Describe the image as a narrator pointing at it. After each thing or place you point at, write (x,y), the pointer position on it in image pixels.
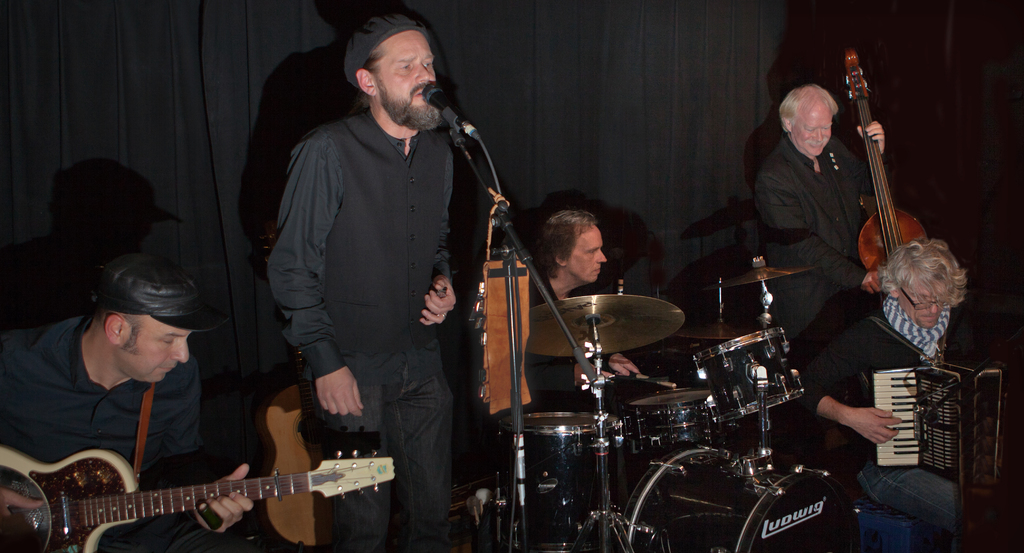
A band (417,109) is performing on a stage (447,548). Of them a man (387,365) is singing with mic (440,97) in front of him. A man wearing black cap (168,317) is playing guitar (128,467) beside him. There is a man (574,246) behind playing drums (607,334). There two other (865,330) playing accordion (911,381) and bass (898,233).
